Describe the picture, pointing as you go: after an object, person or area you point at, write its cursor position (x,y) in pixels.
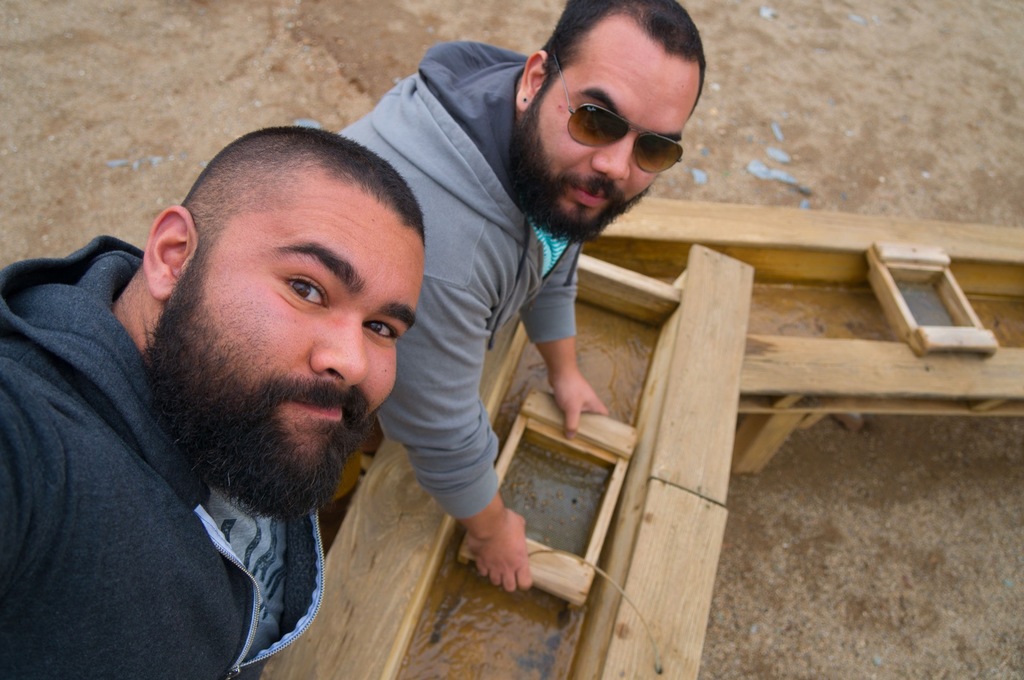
In this picture we can see two men (342,245) smiling where a man (432,171) wore sunglasses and holding a wooden object (568,583) with his hands (497,514), water (634,385) and in the background (152,87) we can see the ground (907,65).
